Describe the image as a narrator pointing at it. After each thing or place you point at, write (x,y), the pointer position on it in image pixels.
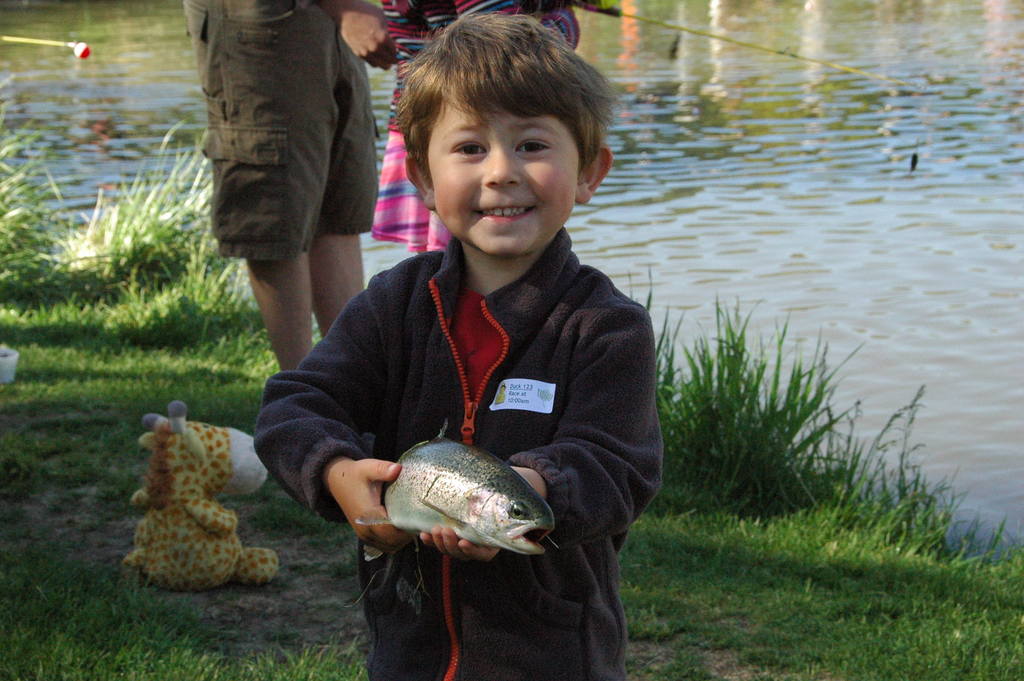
In this picture we can see a boy (306,457) holding a fish (478,451) with his hands (377,473), smiling and at the back of him we can see a toy (185,420) on the ground (118,404), two people (327,57), grass (24,393), fishing rods (37,44), water (113,77) and some objects (7,365).
